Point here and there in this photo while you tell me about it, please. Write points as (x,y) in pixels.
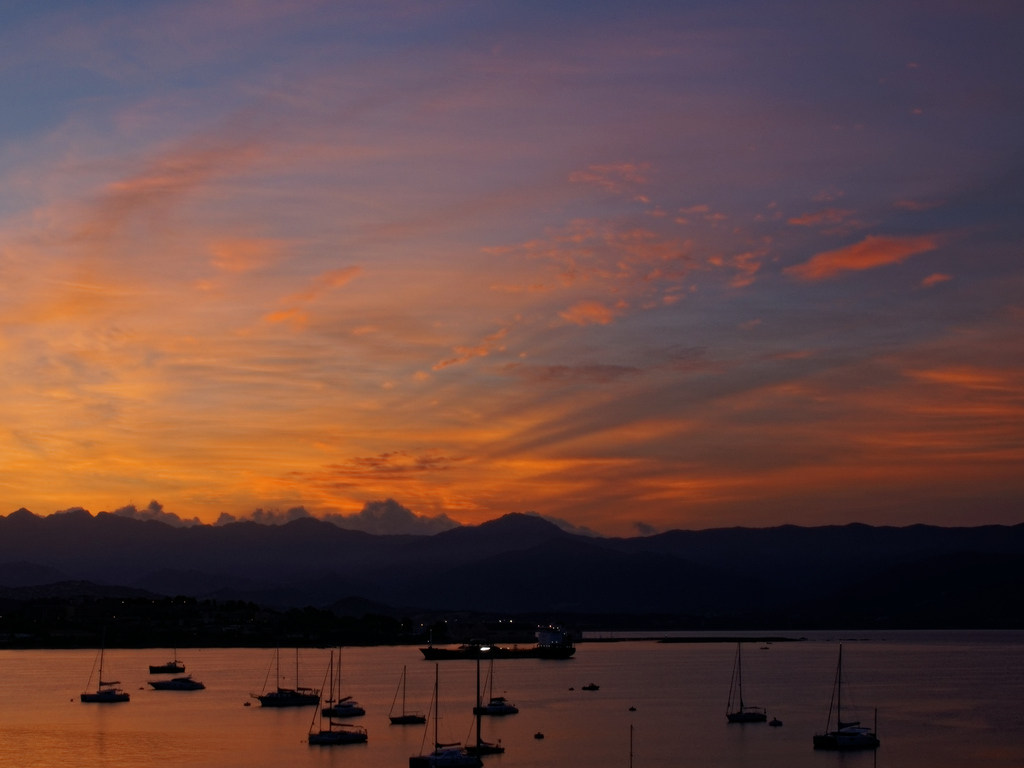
It is the image of sunset, there are a lot of ships (436,693) on the water surface (350,679), in the background (317,560) there are mountains (639,577).
